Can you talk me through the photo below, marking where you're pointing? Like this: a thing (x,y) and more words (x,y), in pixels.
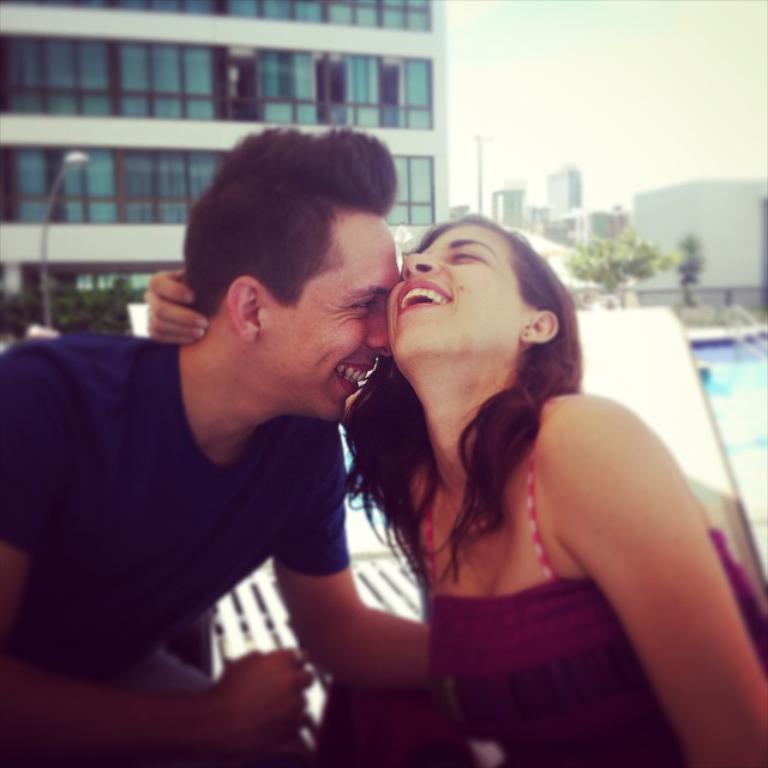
There is a man (265,364) and a woman (423,397) in the foreground area of the image (435,386), there are buildings (650,222), trees (659,256), it seems like a swimming pool (720,356), poles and the sky (612,109) in the background (572,120).
